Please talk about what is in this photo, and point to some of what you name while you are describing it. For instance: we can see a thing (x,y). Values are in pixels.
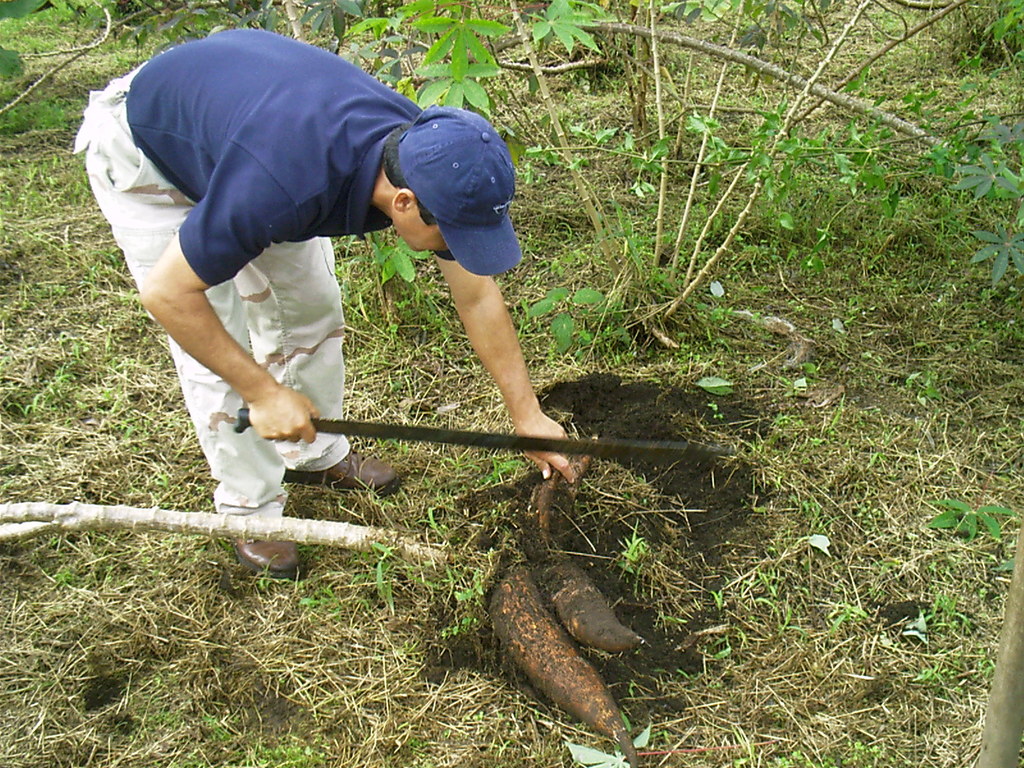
In this picture there is a man (281,159) on the left side of the image (322,211), he is digging the floor (473,700), there greenery (476,714) around the area of the image.
